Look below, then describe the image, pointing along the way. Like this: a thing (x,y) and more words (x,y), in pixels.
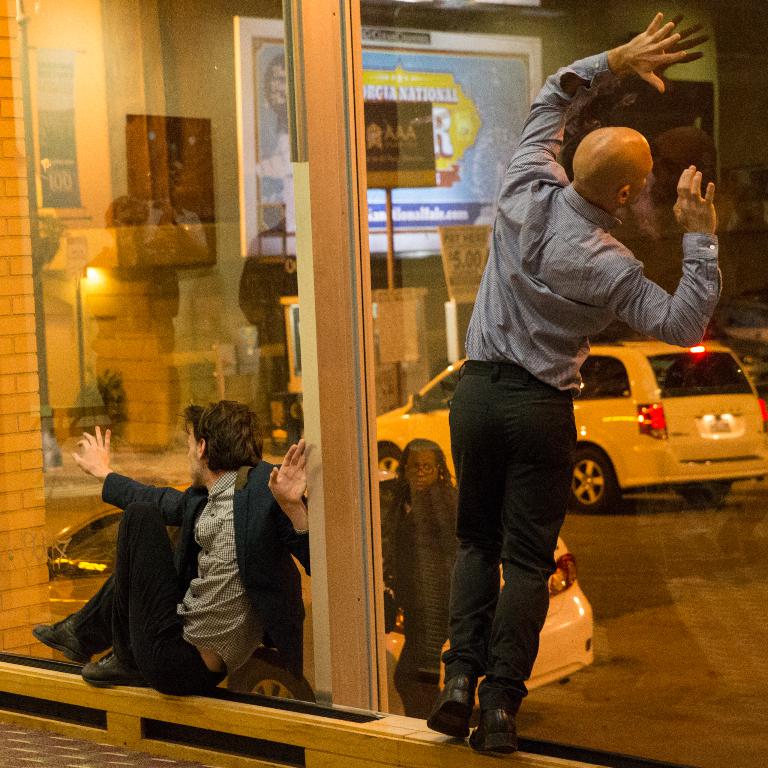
In this image I can see a person (582,81) standing wearing blue shirt (529,318), black pant (528,389). I can also see the other person (226,408) sitting, background (466,266) I can see a window (381,276), few vehicles (704,476), a banner (507,73) in blue and white color.
